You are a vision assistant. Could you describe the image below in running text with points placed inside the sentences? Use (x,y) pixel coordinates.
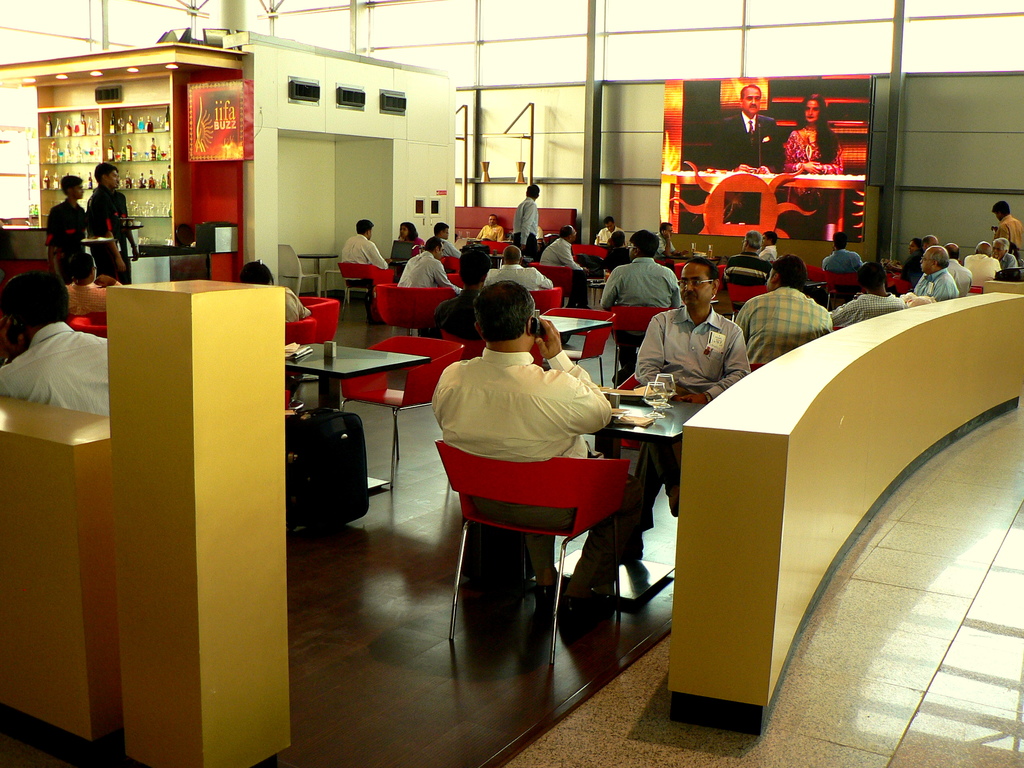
In this picture we can see some persons (386,264) are sitting on the chairs (589,341). These are the tables (592,323). On the background (784,235) there is a screen (741,162). Here we can see some persons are standing on the floor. And this is wall (291,193).
